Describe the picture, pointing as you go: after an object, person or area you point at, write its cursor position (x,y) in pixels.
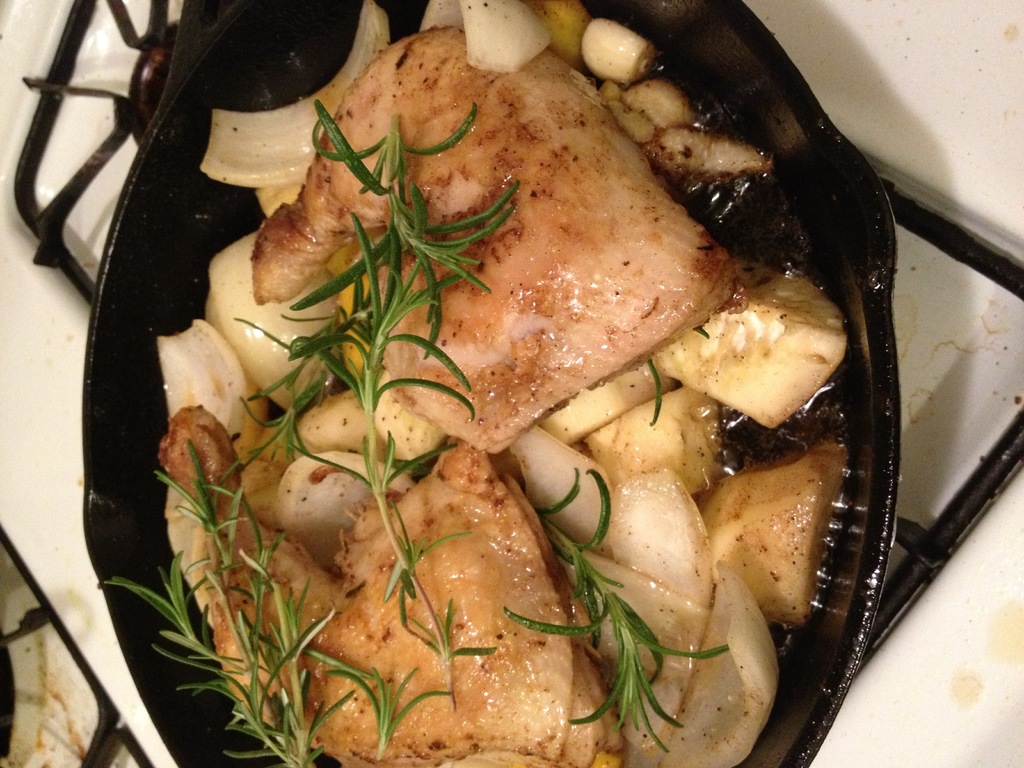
In this picture there is a food (503,455) in the bowl (220,56). There is a bowl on the stove (1003,697).
